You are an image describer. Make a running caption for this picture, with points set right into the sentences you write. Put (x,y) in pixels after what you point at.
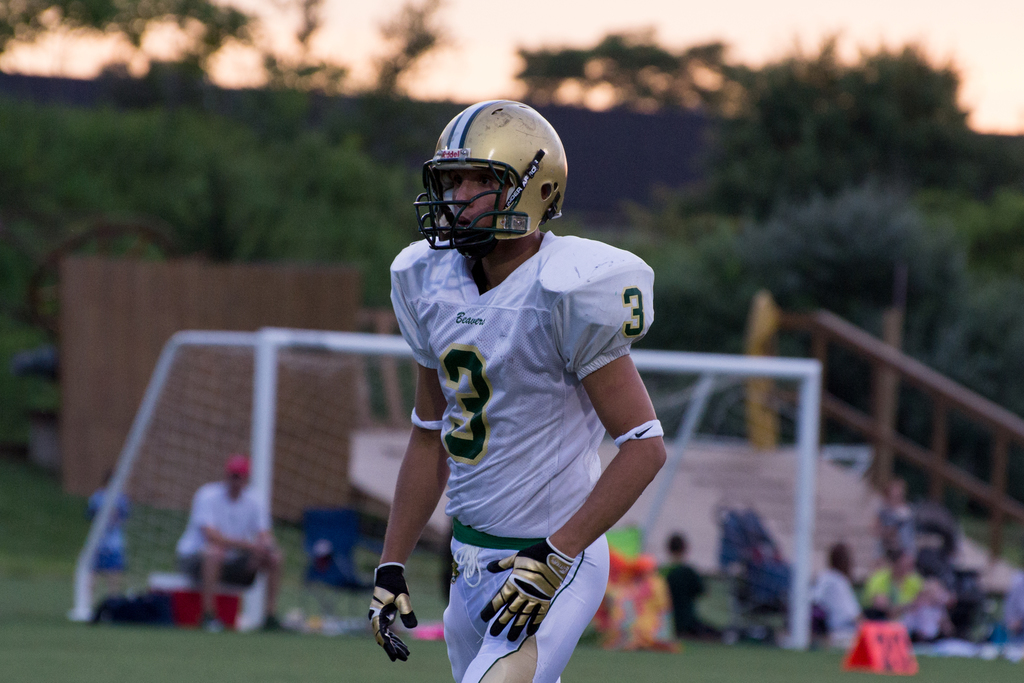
In the image we can see a man (529,415) standing, wearing clothes (564,452), gloves (546,561) and helmet (467,161). Here we can see net court (343,429), grass (201,651) and there are other people (830,559) sitting. Here we can see trees (218,143), sky (938,48) and the background (152,197) is blurred.
